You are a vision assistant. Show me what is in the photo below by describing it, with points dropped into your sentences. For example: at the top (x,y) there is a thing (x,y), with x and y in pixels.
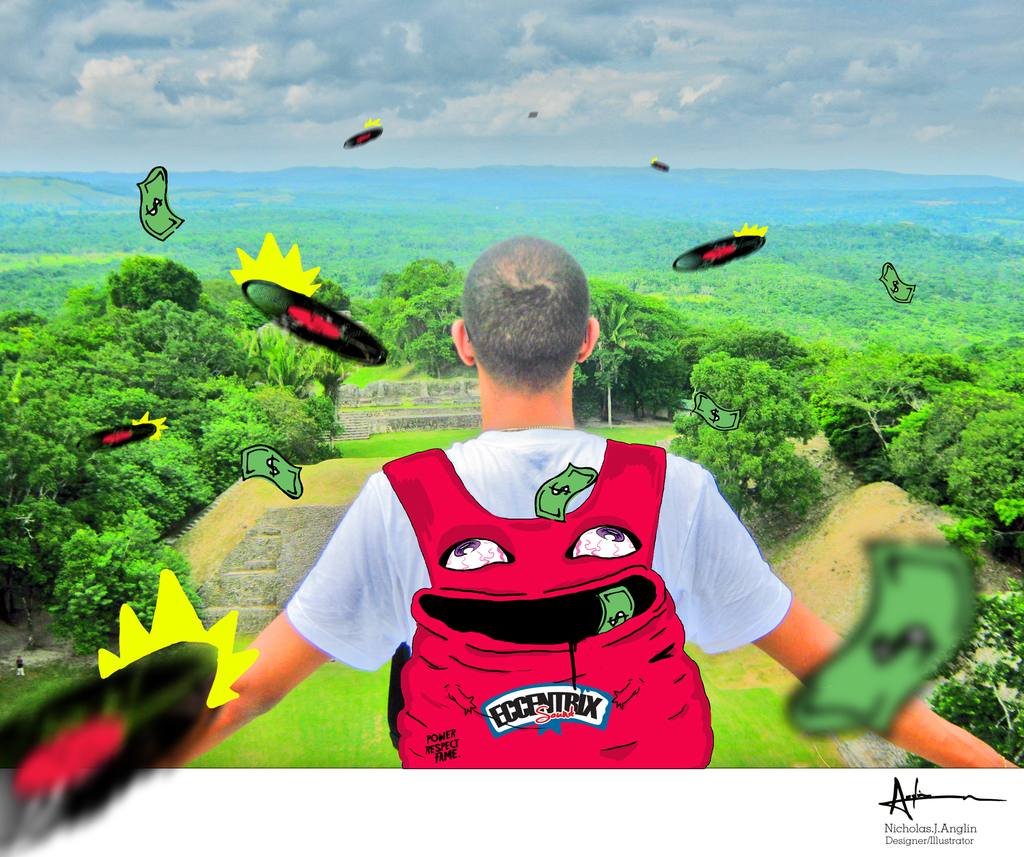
In this image we can see a man (500,428) standing wearing the red color bag (493,628). We can see all over greenery (710,373) with the trees (395,345) and the cloudy sky (670,93) and we can see records (326,343) and dollars (246,454) flying in the air. And it is art by some person.
